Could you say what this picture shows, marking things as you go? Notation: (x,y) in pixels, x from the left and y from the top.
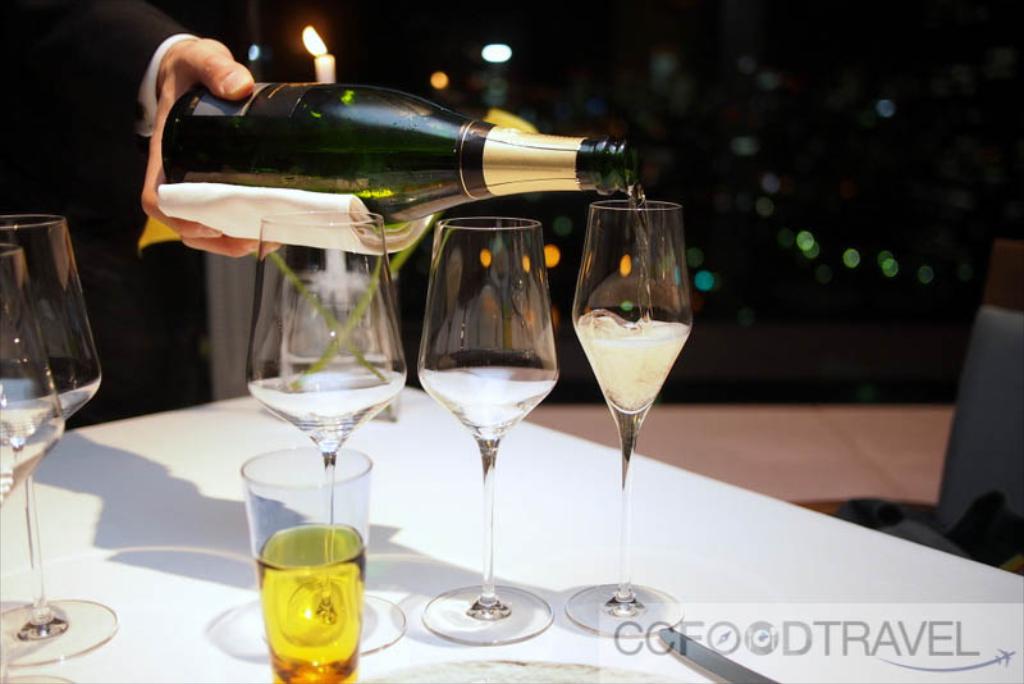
In the image there are five big glasses (357,318) and one small glass (356,537) on the table (506,545), a person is pouring drink (633,321) into the glass (637,309), it looks like night so the background (753,95) is dark.
